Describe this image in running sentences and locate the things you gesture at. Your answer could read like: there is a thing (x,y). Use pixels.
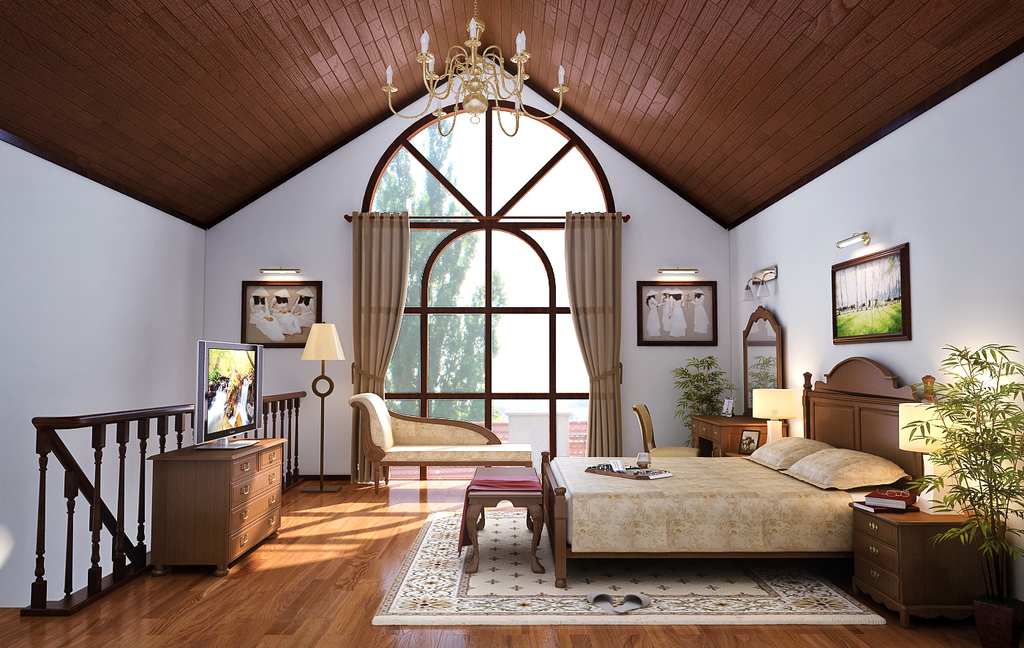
There is a bed (691,472) which has something placed on it and there are two lamps (780,405) on the either side of the bed (821,435) and there is a television (238,426) in front of it and there is a window (482,299) in the background (475,307).
